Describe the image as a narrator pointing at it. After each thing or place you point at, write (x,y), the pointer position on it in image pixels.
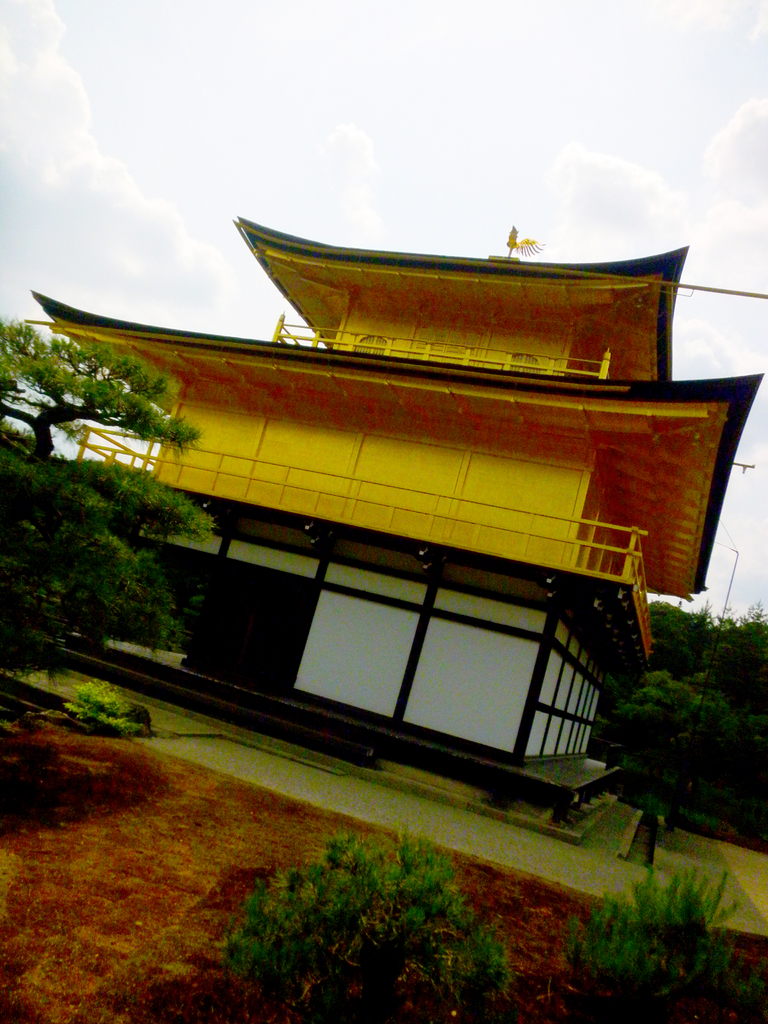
In this image, we can see some trees (607,727) and plants (390,933). There is building (378,551) in the middle of the image (487,476). There is a sky (553,184) at the top of the image (450,99).
